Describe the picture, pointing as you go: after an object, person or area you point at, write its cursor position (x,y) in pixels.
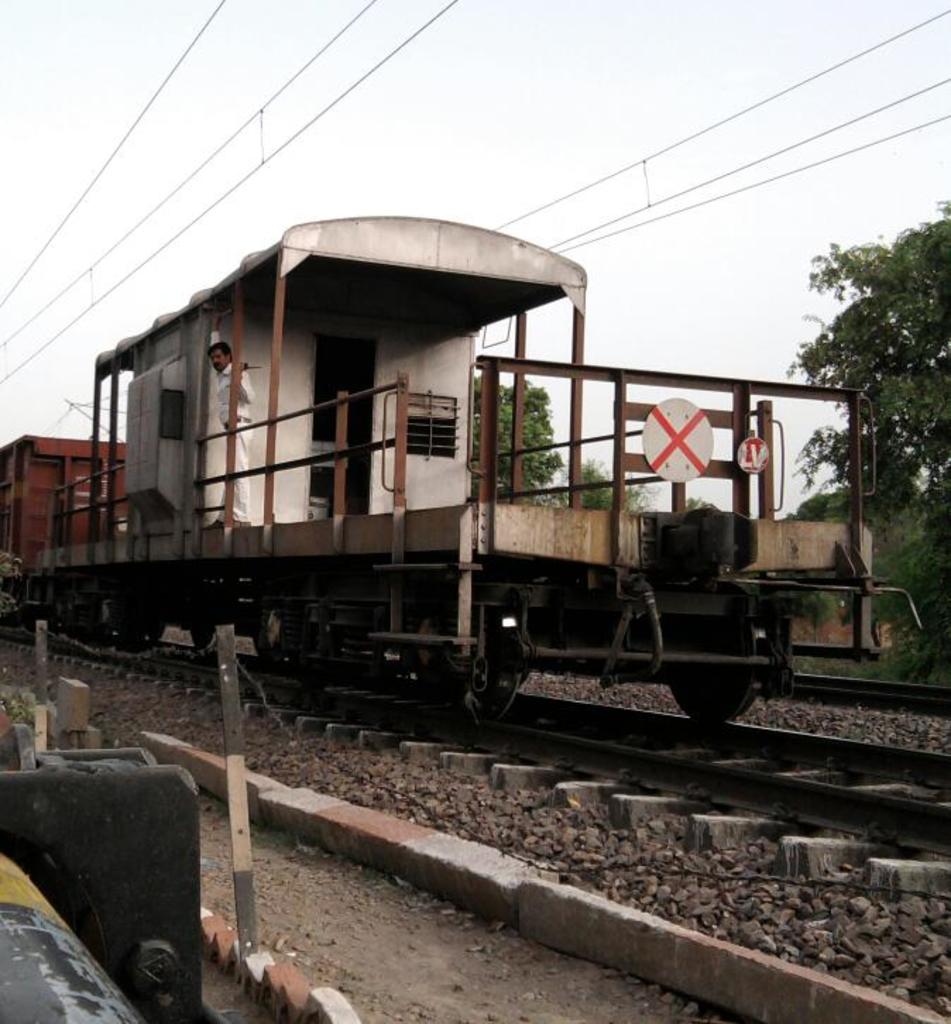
In this image, we can see goods train (397,631) on the track (631,763). At the bottom (584,865), we can see stones (647,893), poles (231,820), few objects (15,1009). Background (912,650) we can see trees (925,565), sky (123,294) and wires (27,322). Here a person (238,504) is standing near the rod fencing (224,434).
